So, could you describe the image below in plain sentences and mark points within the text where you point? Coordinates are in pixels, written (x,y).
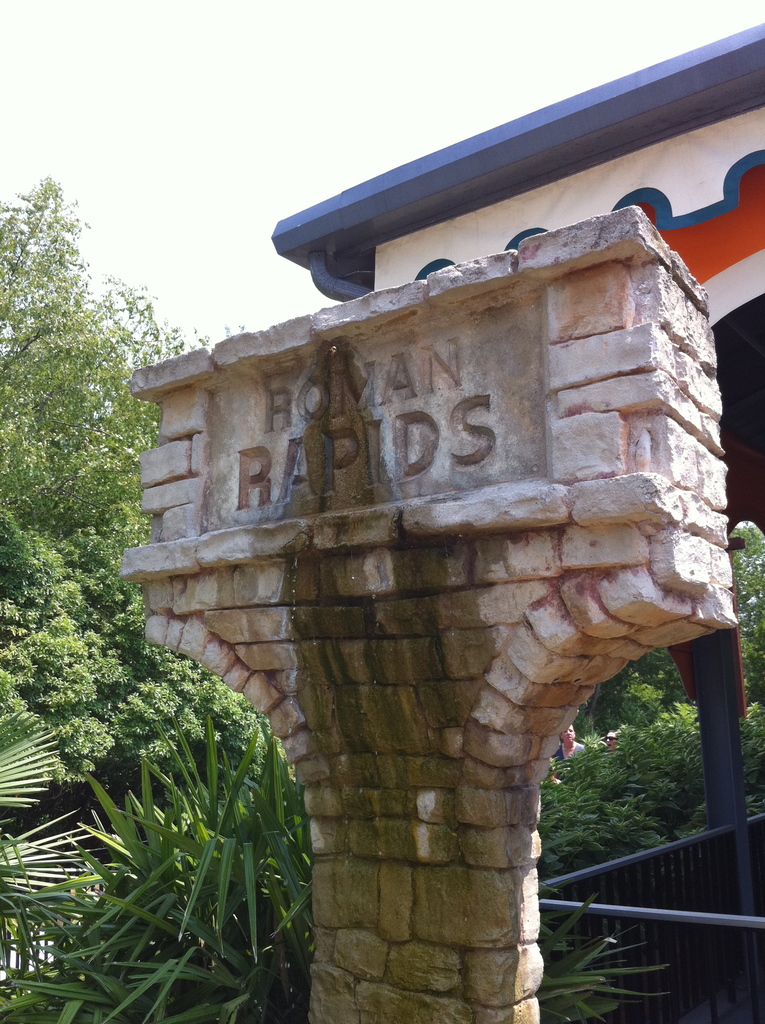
This looks like a wall (642,628) with a name (350,396) on it. These are the plants (141,964) and trees (58,674). I can see an iron grill (679,885). I think this is an arch (663,187).
